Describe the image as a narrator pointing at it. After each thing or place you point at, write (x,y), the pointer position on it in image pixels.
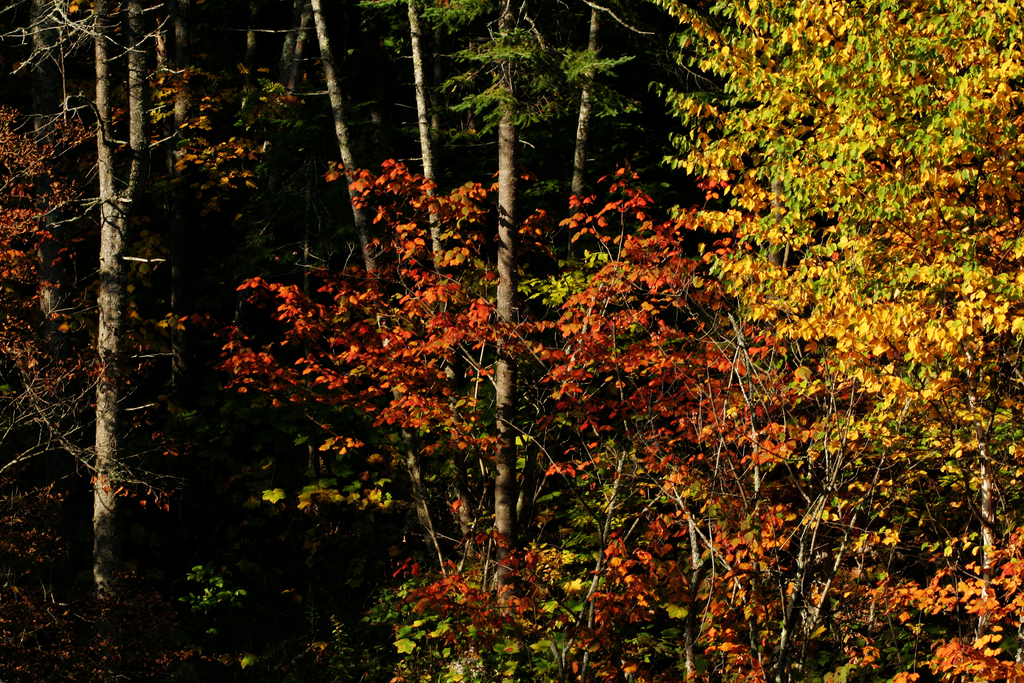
In this picture we can see there are colorful leaves (440,376) to the trees (12,180).
